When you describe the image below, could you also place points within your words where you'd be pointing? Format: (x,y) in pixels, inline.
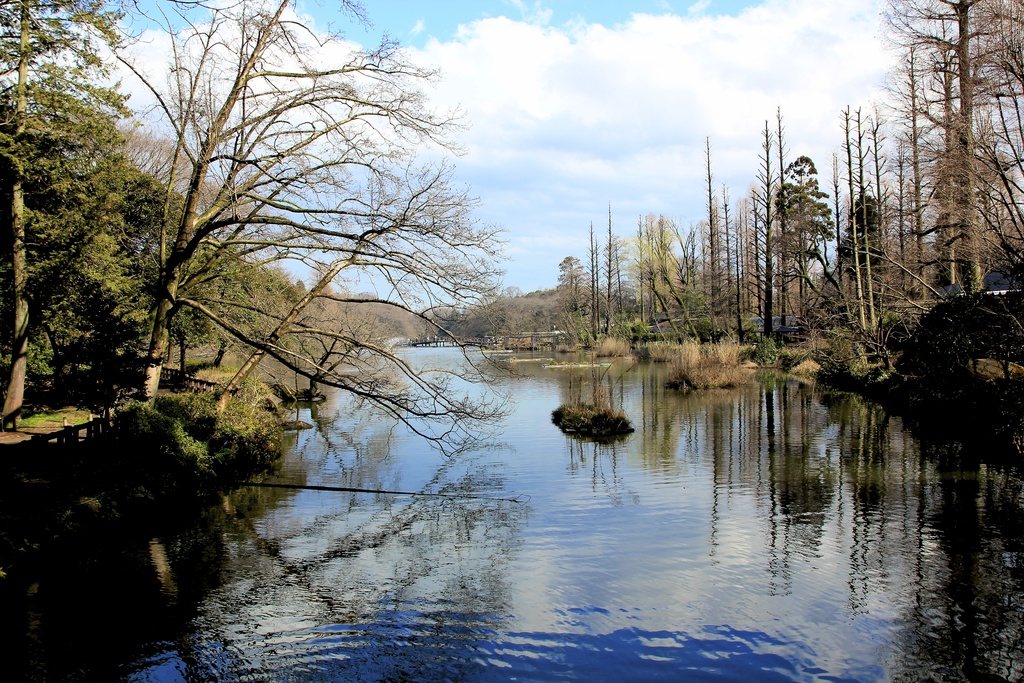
This is an outside view. At the bottom (528,601), I can see the water (696,557). On the right (845,211) and left side of the image (45,379) there are many plants (781,353) and trees (46,367). At the top of the image (597,137) I can see the sky (533,66) and clouds (638,90).
